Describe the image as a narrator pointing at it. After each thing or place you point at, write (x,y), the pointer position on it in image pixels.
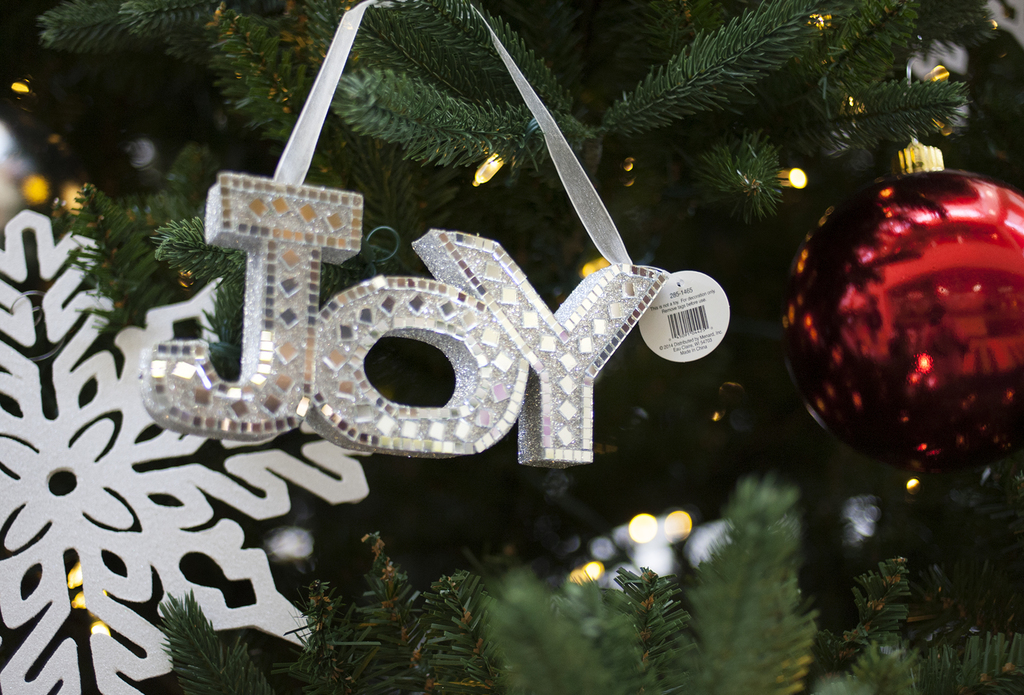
In this picture we can see a decorated christmas tree (219,671).
